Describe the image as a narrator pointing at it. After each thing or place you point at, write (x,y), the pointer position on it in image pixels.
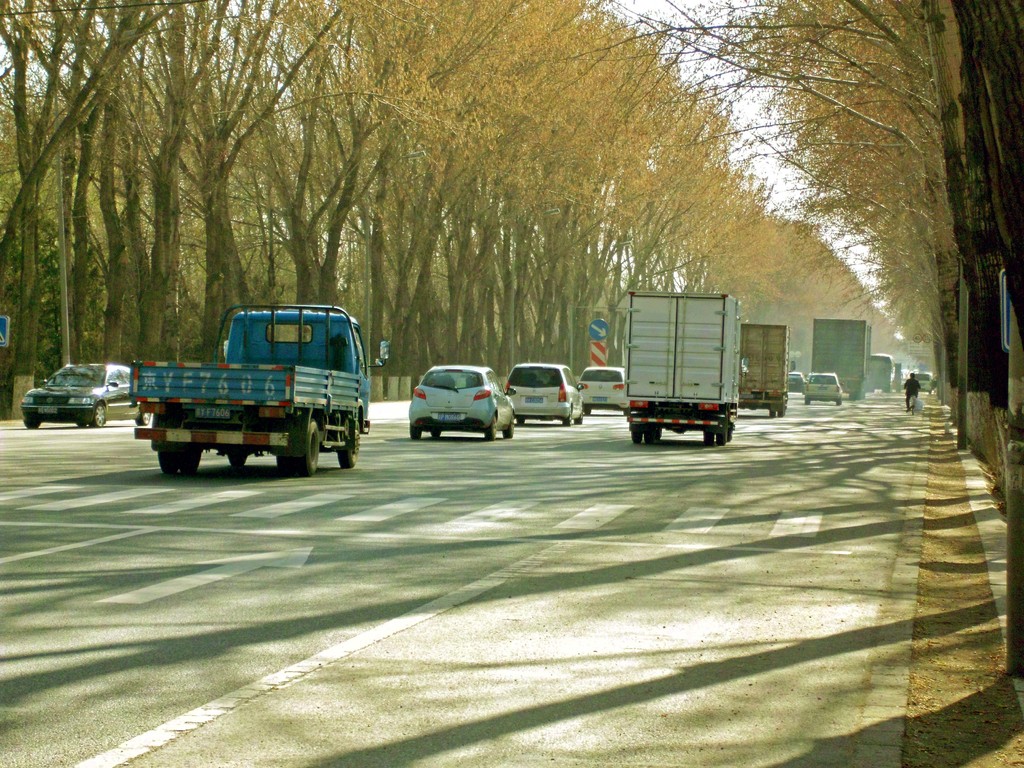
In the picture we can see the road (240,537) on it, we can see some vehicles (247,373) and besides the road (586,751) we can see trees (774,222) and on the top of the trees (761,200) we can see the part of the sky (669,15).
